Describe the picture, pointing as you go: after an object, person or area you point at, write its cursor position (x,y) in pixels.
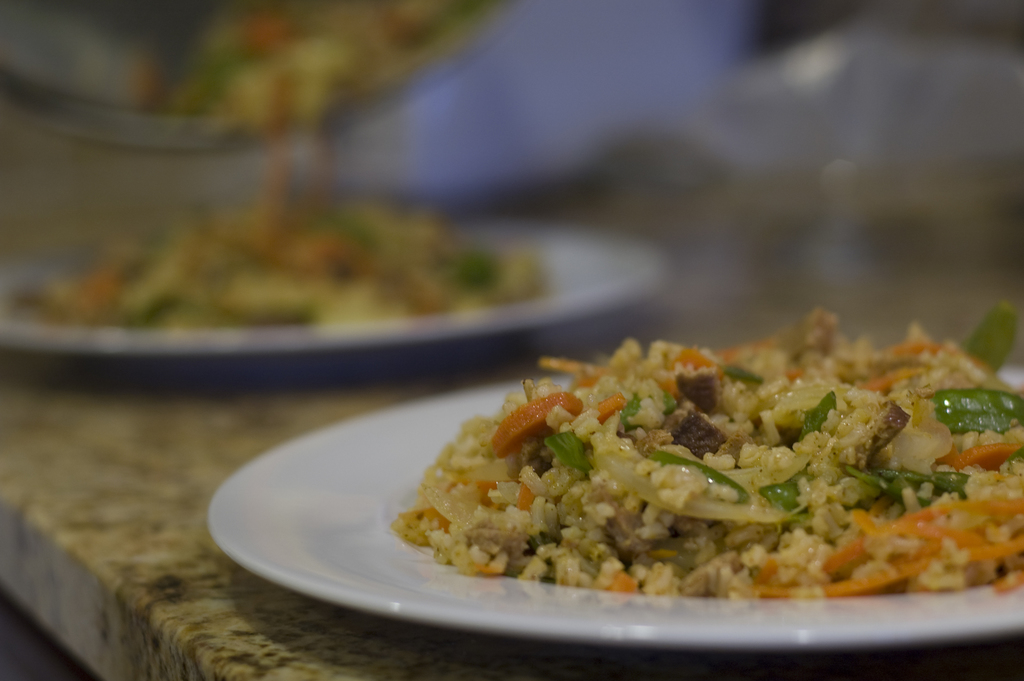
In this image I can see food items (564,427) on white color plates (474,333). These plates (464,415) is on a stone surface (193,609). The background of the image (388,146) is blurred.
